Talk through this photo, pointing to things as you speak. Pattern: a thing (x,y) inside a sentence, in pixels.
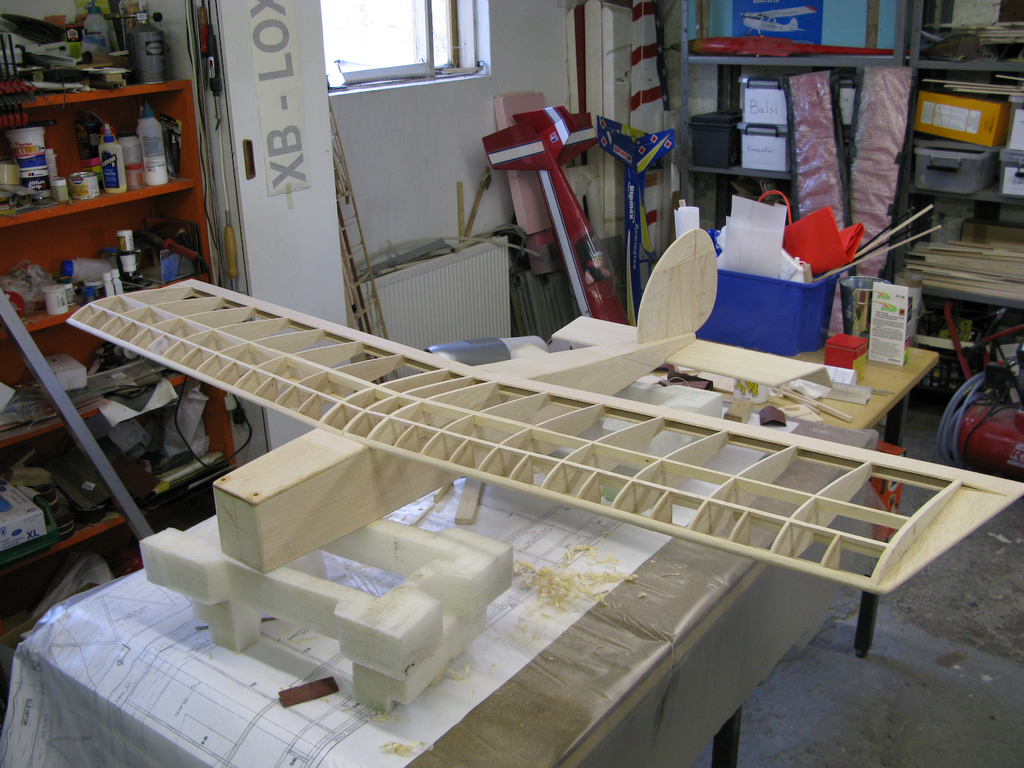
In this image we can see a craft (515,474) made with wood (525,469) which is placed on the table (696,696). We can also see some sticks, objects (834,248) and papers (785,270) in a container (776,302) and some boxes (879,335) beside it. On the left side (76,424) we can see a metal rod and a paper (283,182) on a wall (311,155). We can also see some bottles (124,237), containers (124,258), wire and some objects (189,262) placed in the shelves (156,196). We can also see a window (331,93), a ladder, some objects (582,266), boards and a device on the floor (919,421). We can also see some books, boxes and containers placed in the racks (946,335).
